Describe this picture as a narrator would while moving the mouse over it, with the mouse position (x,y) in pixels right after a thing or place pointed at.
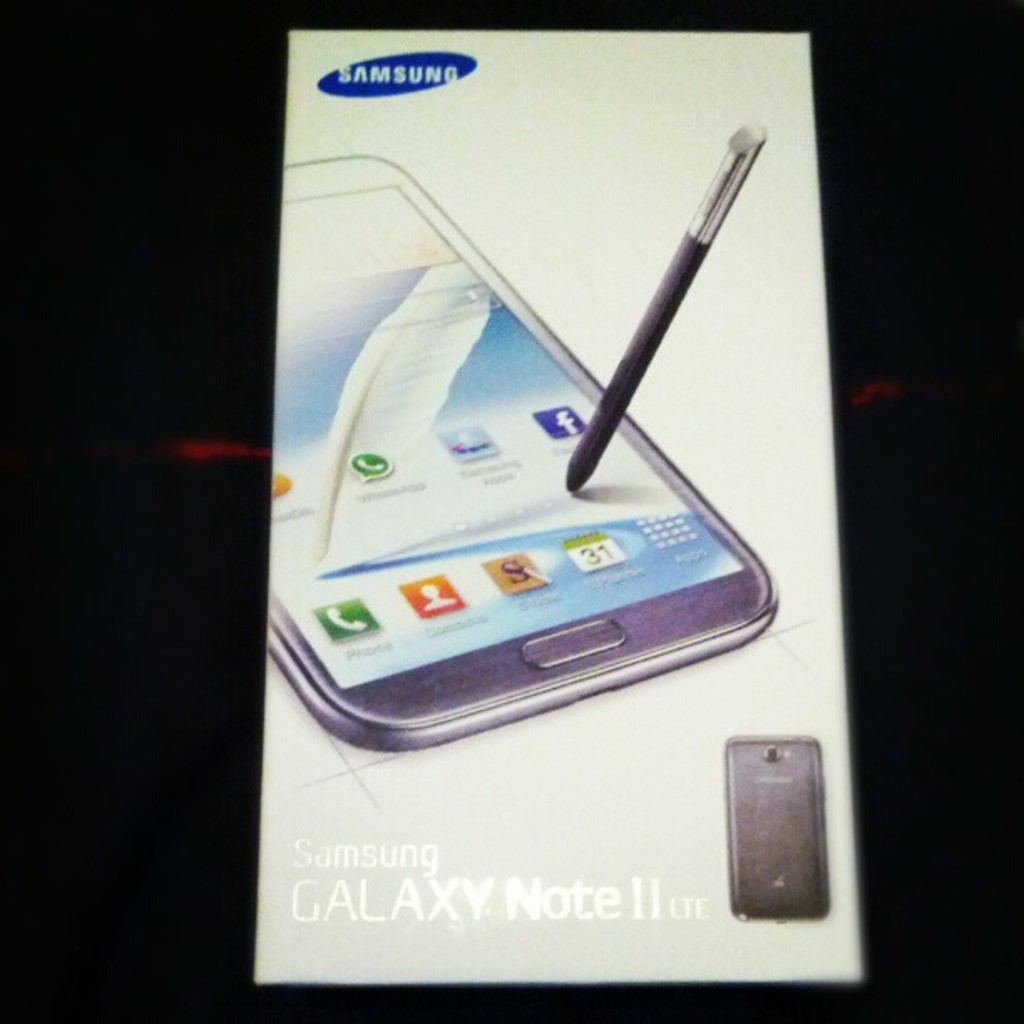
There is a poster (454,729) in which, there is a mobile (328,688) on which there is a stick (681,257). Above the mobile (349,195), there is a watermark (457,74). Below this mobile (492,705), there is other mobile (762,761) near some texts (343,912). And the background of this poster (782,209) is white in color. Outside this poster (633,851), the background (99,944) is dark in color.
